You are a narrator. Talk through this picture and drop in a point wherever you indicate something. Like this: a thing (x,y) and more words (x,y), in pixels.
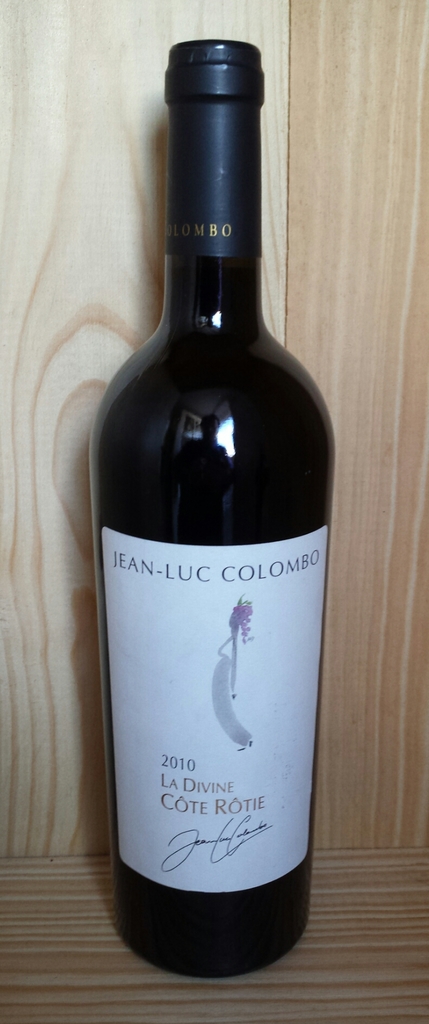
In the center of the picture (191,419) there is a liquor bottle (229,503), on the bottle (193,853) there is a white sticker (191,700). The bottle (167,540) is placed in a wooden object (371,479).
